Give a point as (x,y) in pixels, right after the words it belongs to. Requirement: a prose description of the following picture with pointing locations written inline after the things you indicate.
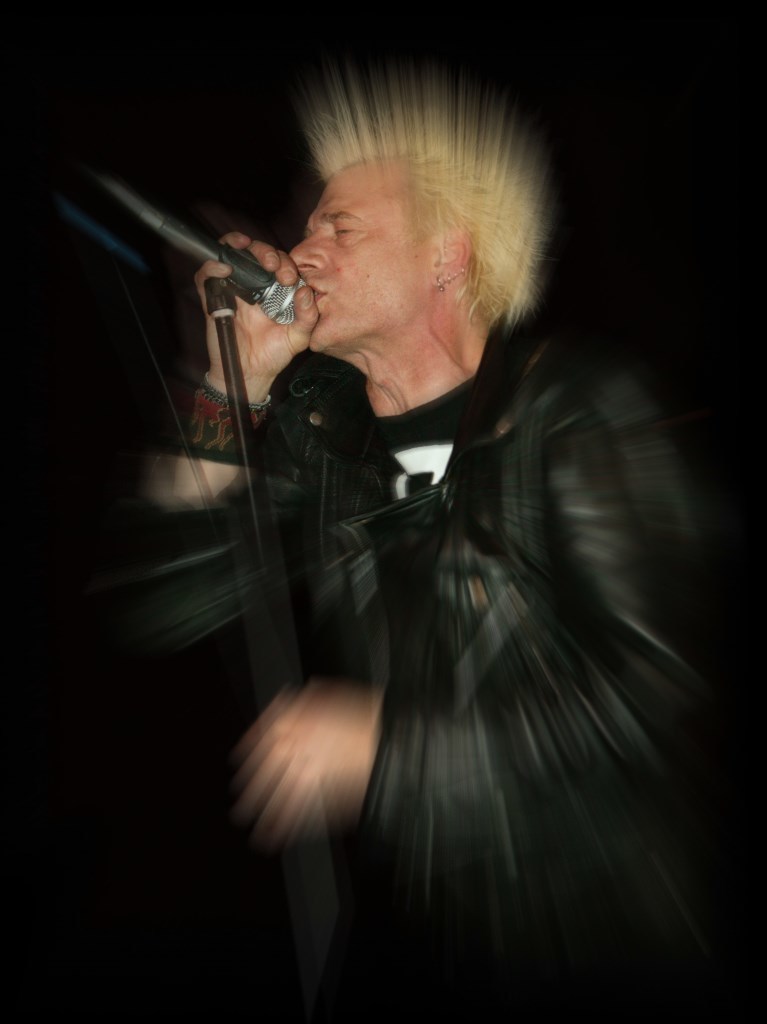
As we can see in the image there is a man (566,559) wearing black color jacket (488,648) and holding mic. The image is little blurred.
